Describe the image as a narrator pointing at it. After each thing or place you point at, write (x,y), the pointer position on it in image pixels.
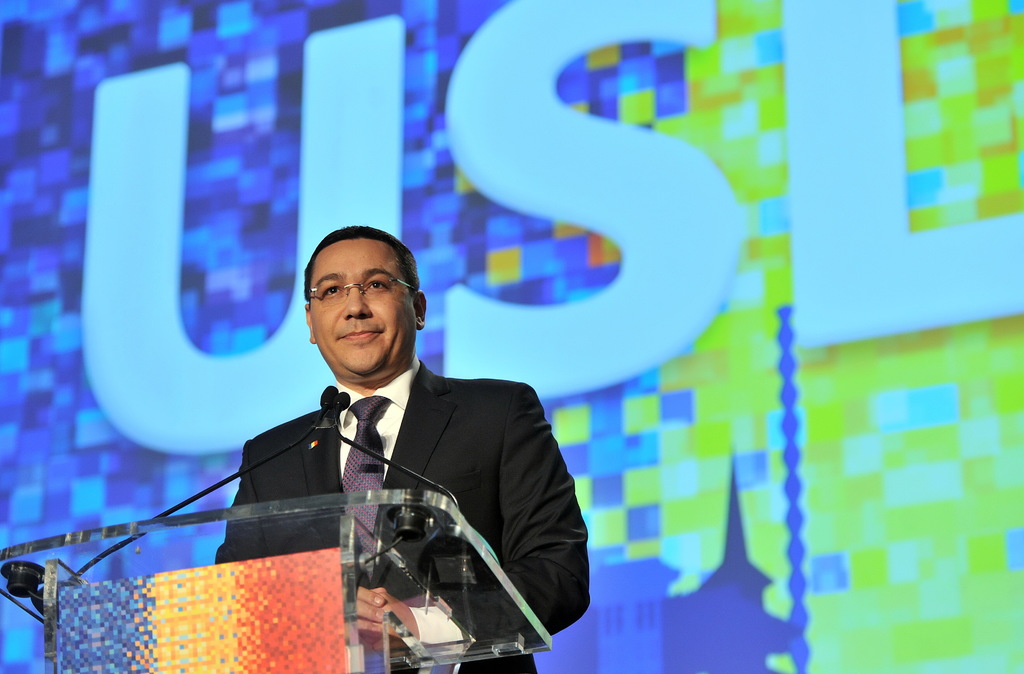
In this picture I can see a man (506,403) standing near the podium (314,513), there are mikes (286,451) on the podium (518,630), and in the background (896,157) there is a board (588,420) or a screen (710,350).
